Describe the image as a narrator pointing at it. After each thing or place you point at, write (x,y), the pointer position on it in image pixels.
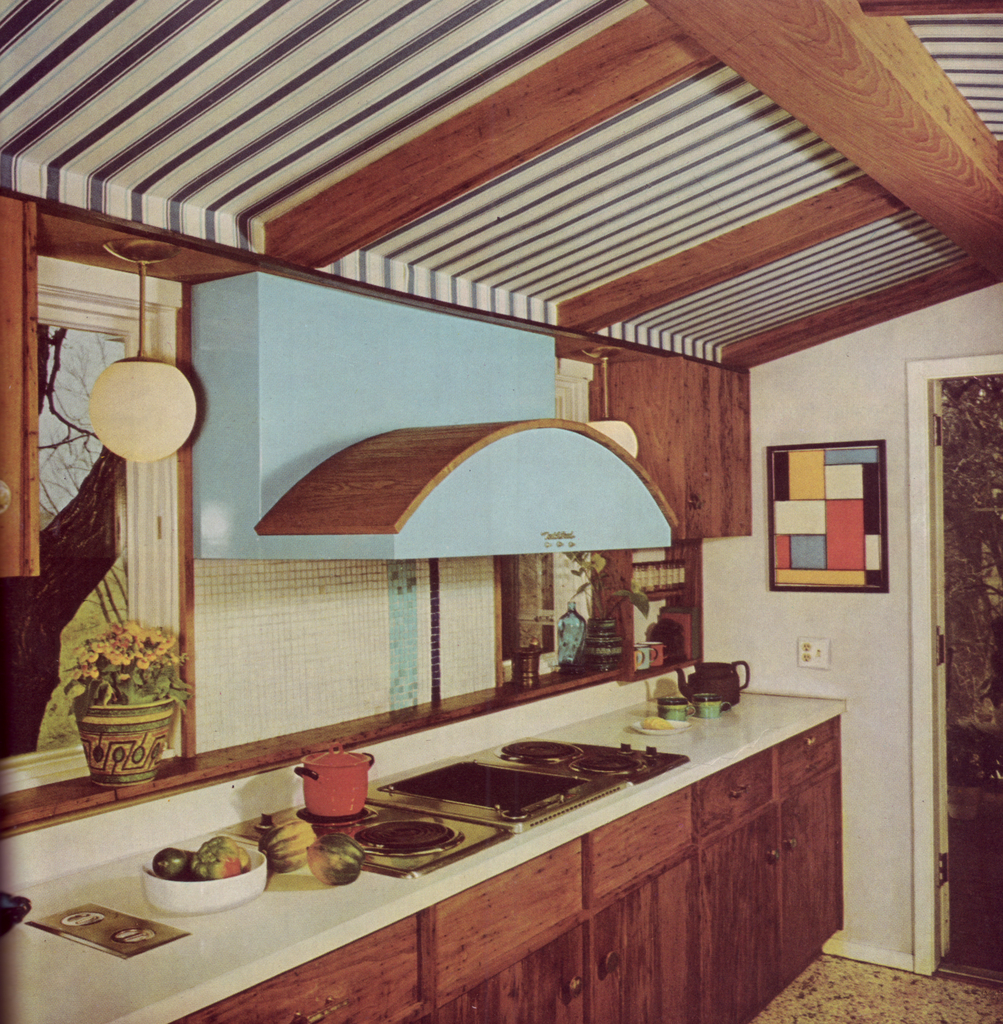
In this image on the left (284,851), there are vessels (239,858), fruits (239,858), plants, stove (625,763), jug (722,694), cups (708,702), window (92,626), glass (85,555), tree (81,552), photo frame (835,541), wall (818,347). On the right (971,614) there are trees (951,704), door (954,812) and floor (868,1009).
